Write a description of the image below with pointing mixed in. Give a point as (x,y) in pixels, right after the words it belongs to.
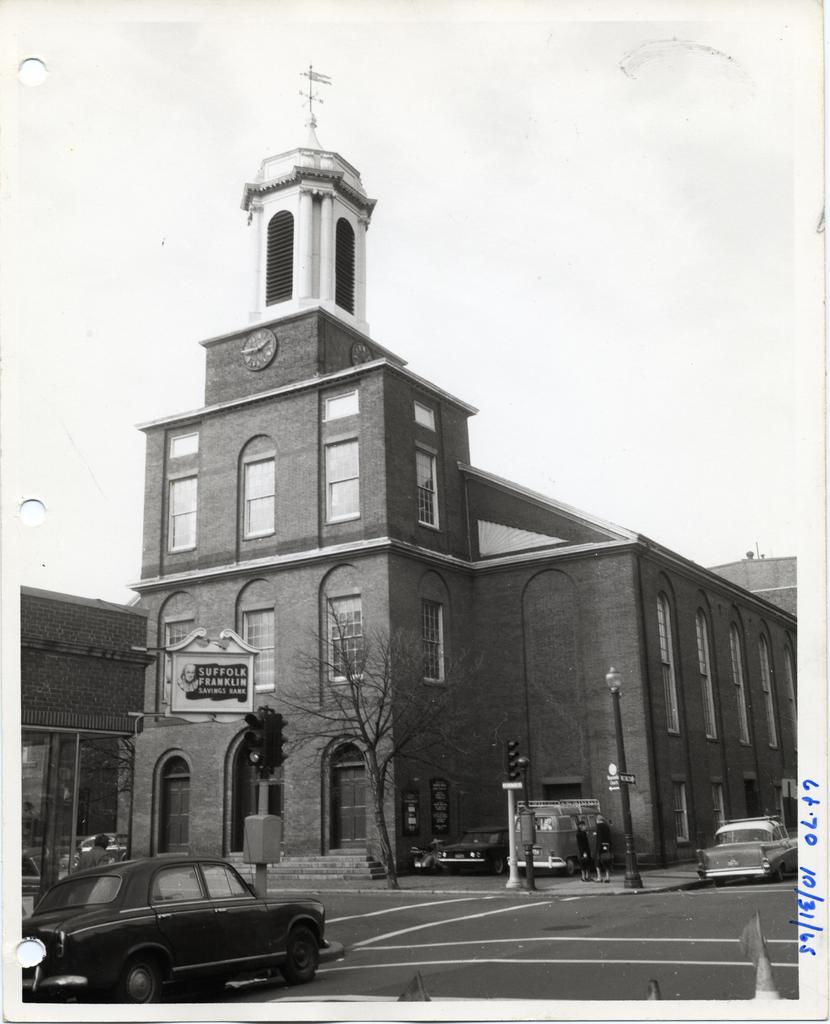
In this picture we can see vehicles (318,931), people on the road (390,960) and in the background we can see traffic signals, poles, buildings (778,721), tree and the sky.
